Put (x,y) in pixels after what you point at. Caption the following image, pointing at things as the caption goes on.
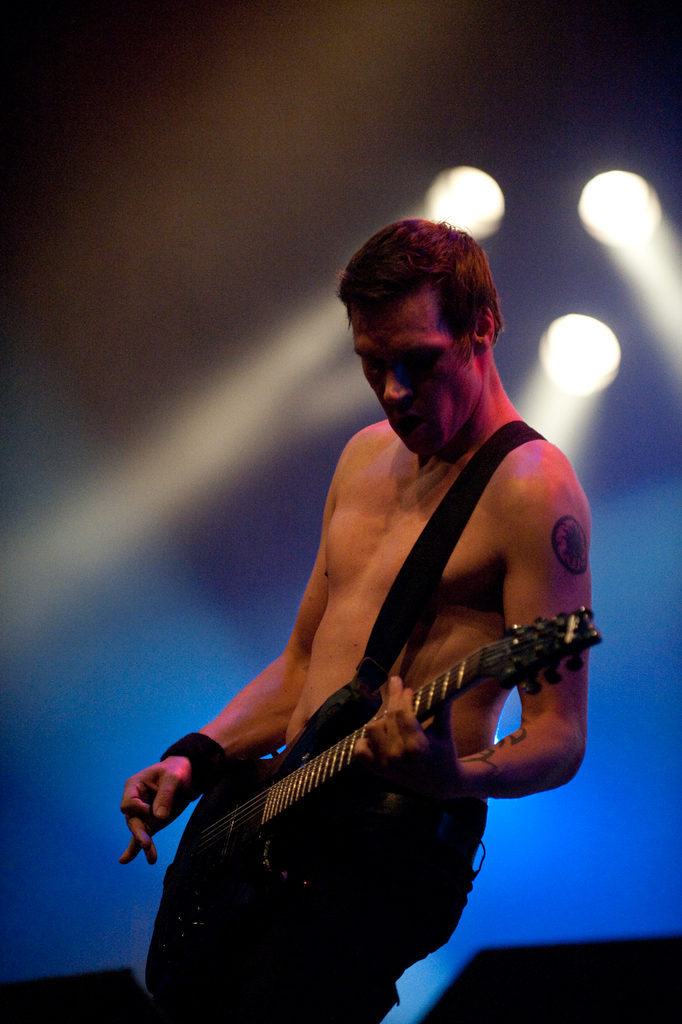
We can see lights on the background (619,357). We can see a man (465,635) standing and playing guitar (257,834). He wore wrist band (213,779) to his hand (170,761).
